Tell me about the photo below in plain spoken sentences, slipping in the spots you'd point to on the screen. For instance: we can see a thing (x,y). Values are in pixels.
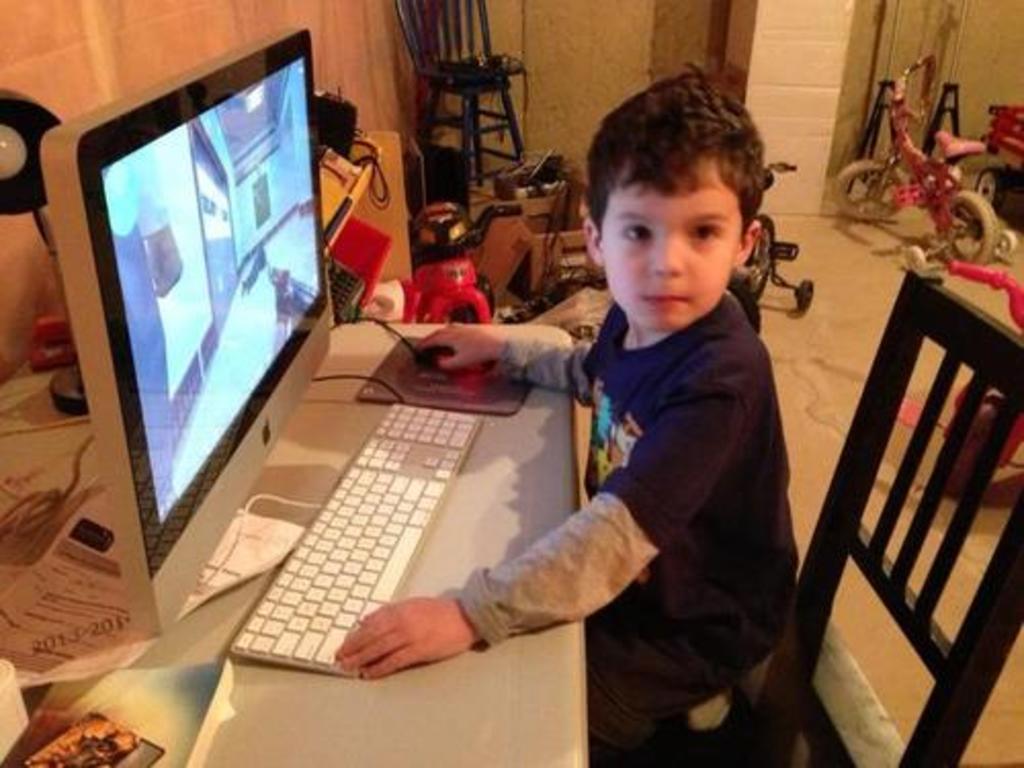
This is the small boy (703,564) sitting on the chair (869,554). This is the table (316,683) with a monitor (139,213), keyboard (291,637) and mouse (436,352) on the mouse pad (427,388). At background (488,320) I can see toys (497,205) and a bicycle (929,208) on the floor (898,239). This looks like a chair (498,93). Here I can find a lamp (32,202) behind the monitor (104,452), and this is the book (156,717) placed on the table (276,707).
